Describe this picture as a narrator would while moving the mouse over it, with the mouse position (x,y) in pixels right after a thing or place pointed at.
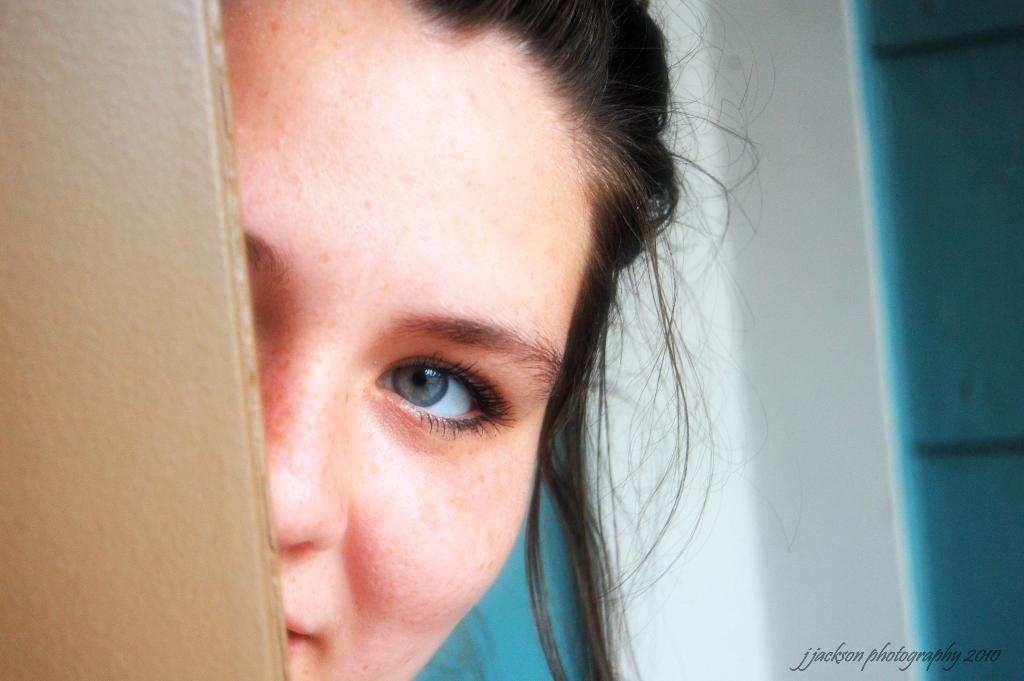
In this picture we can see a person's face (485,376), wall (764,235), some objects (951,372) and at the bottom right corner (832,648) we can see some text (891,664).
